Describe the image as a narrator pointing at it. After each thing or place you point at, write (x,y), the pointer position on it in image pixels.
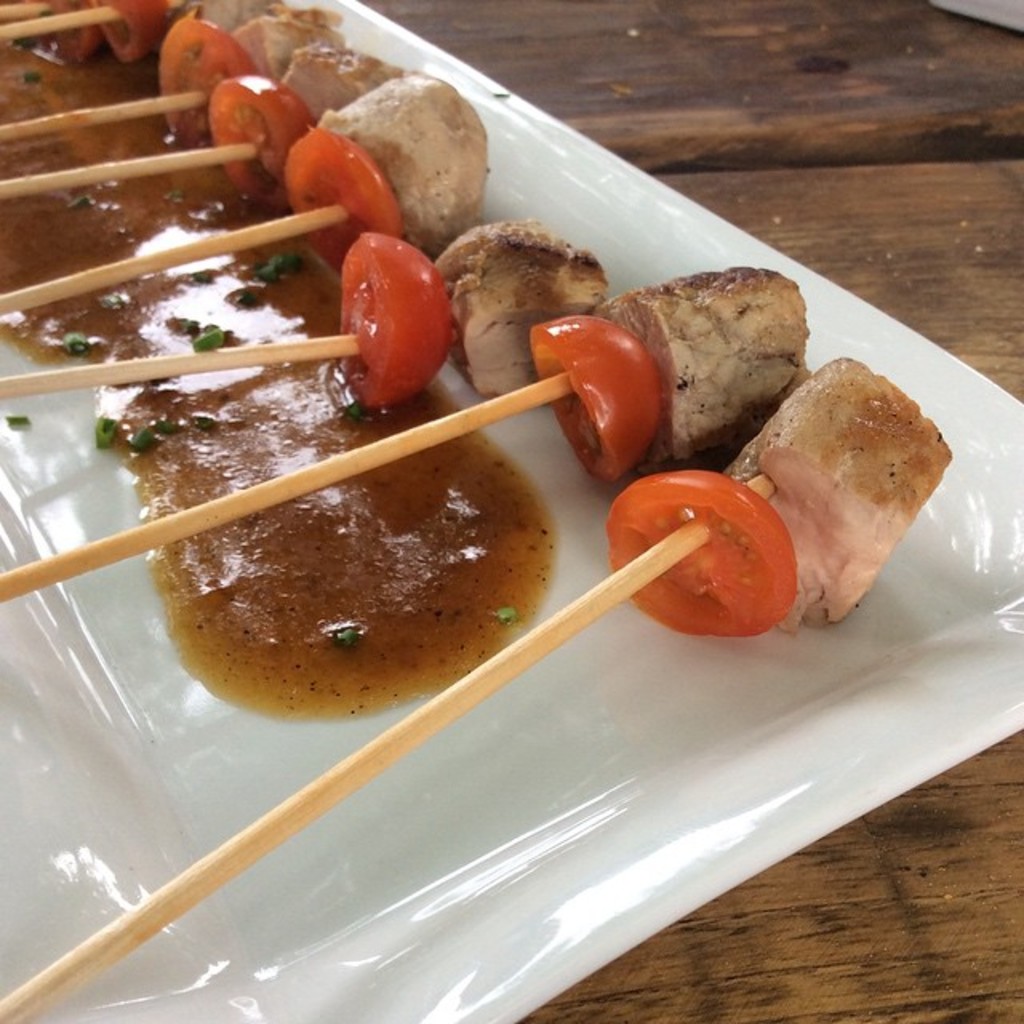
In this image we can see some food item (325,313), and sticks (546,631) on a plate (572,646), which is on a wooden surface (800,905).
